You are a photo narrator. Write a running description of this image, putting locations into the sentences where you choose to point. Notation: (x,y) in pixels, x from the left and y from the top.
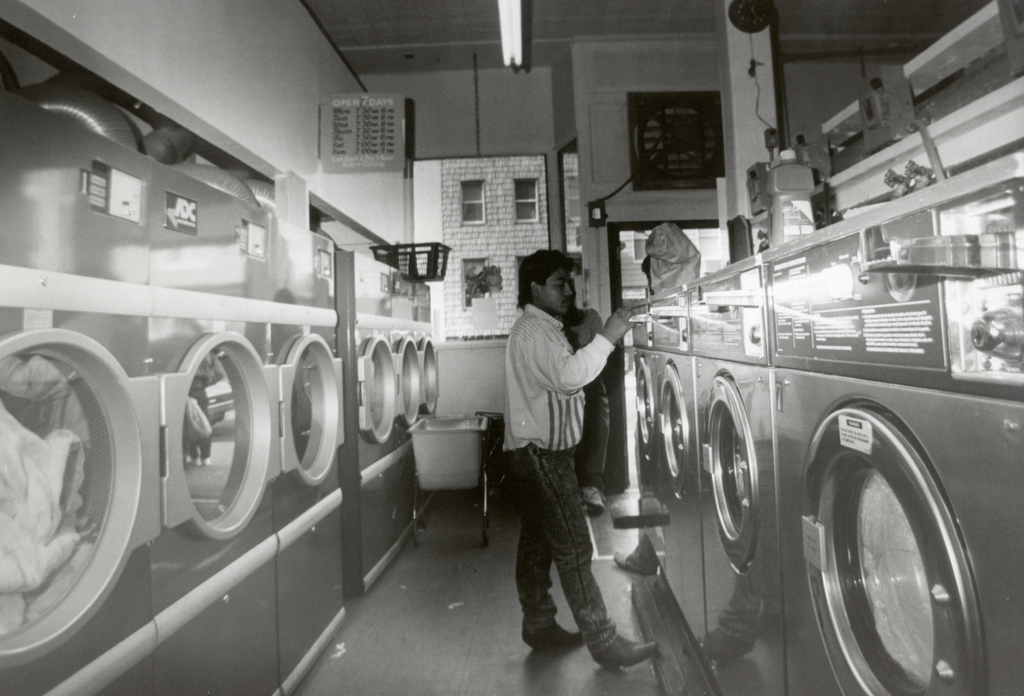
It is a black and white image, there are many washing machines (361,357) and on the right side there is a person (533,339) standing on the right side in front of one of the washing machine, behind the person (537,430) there is a basket (410,264) and in the background (383,173) there is a wall (475,251) and in between the wall (505,140) there is a window (530,185).
